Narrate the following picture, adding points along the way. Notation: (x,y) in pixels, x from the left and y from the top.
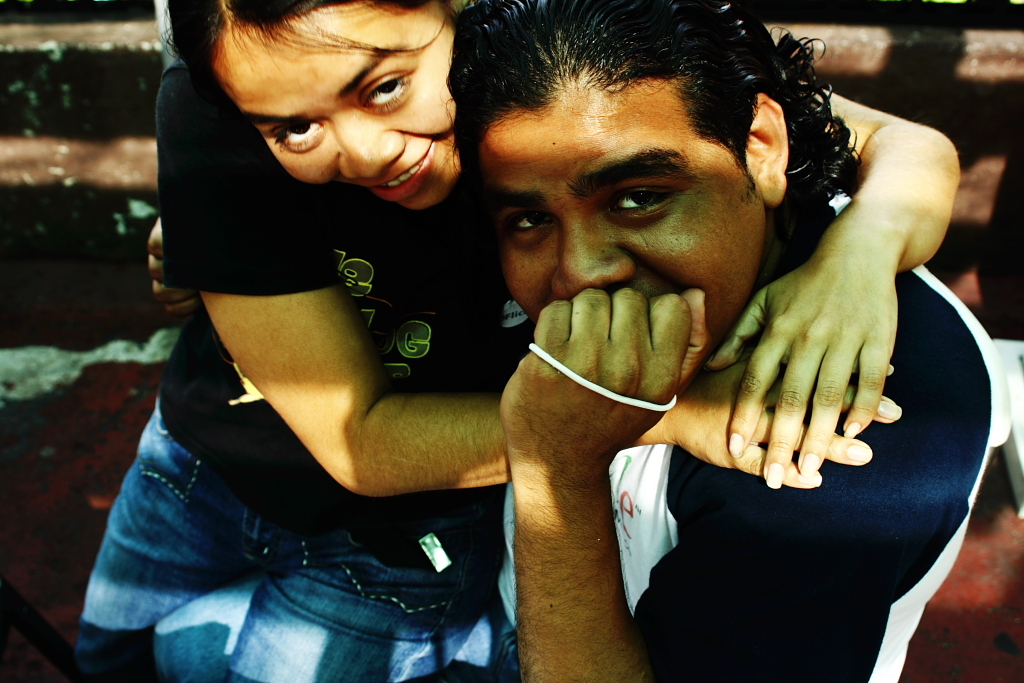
The man (622,472) in the middle of the picture (574,447) wearing white and black t-shirt (660,464) is sitting on the chair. Beside him, we see the woman (272,369) in black t-shirt (279,447) and blue jeans (204,586) is smiling. Behind them, we see a brown color wall (59,200) and the staircase (96,260).
